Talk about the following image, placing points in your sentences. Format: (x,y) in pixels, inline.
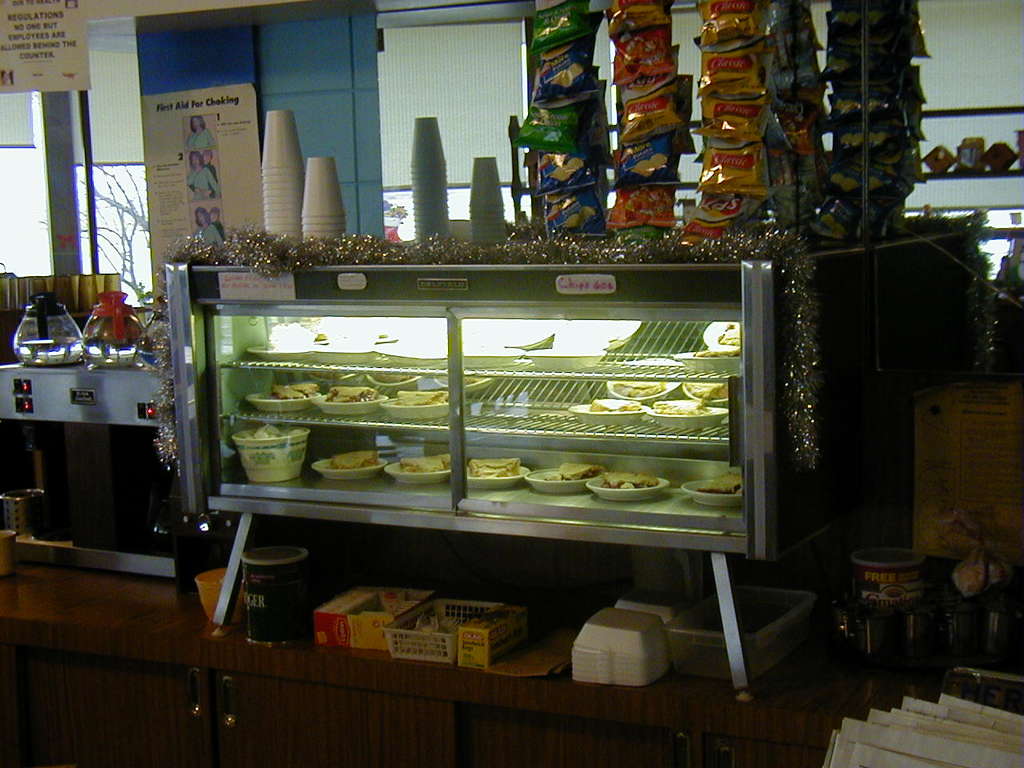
In this image there is a cabinet (380,303), in which there are some plates (668,392), foods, on the cabinet (217,390) there are glasses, the cabinet (221,407) kept on cup boards (92,618), on which there are some objects (20,404), bowls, baskets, poster (219,212) is attached to the wall (186,87) at the top (159,180) on which there is a text (220,117) and images (208,144), on the left side (5,163) there is a window (16,234).
